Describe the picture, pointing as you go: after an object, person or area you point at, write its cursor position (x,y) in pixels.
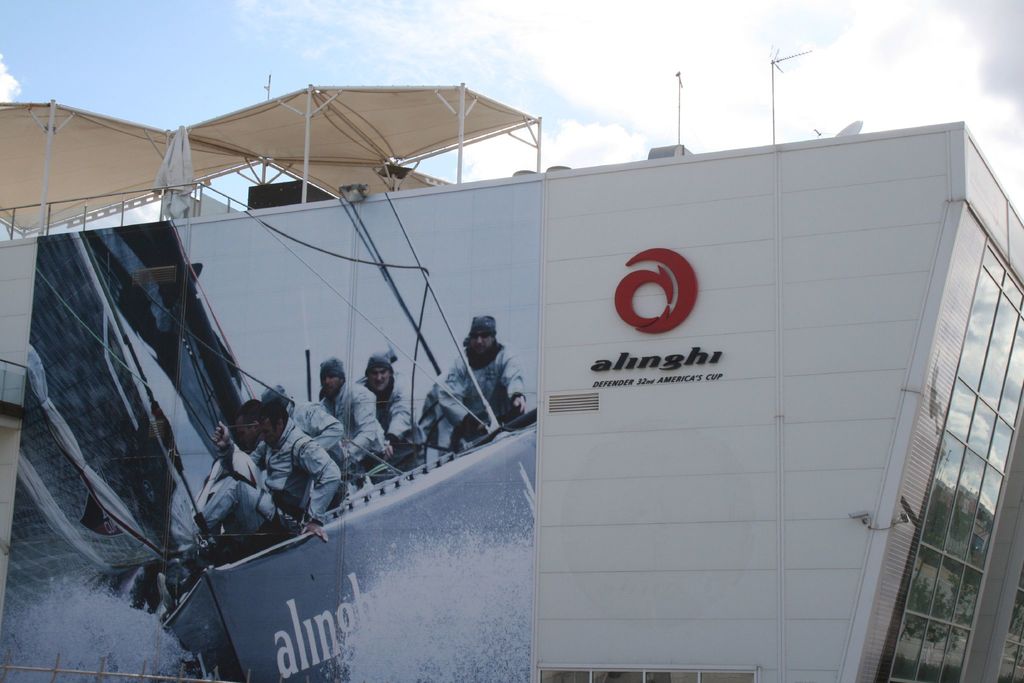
In this image there is a building (550,527) with some hoarding (346,614) on it and some tents (6,198) on the roof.
